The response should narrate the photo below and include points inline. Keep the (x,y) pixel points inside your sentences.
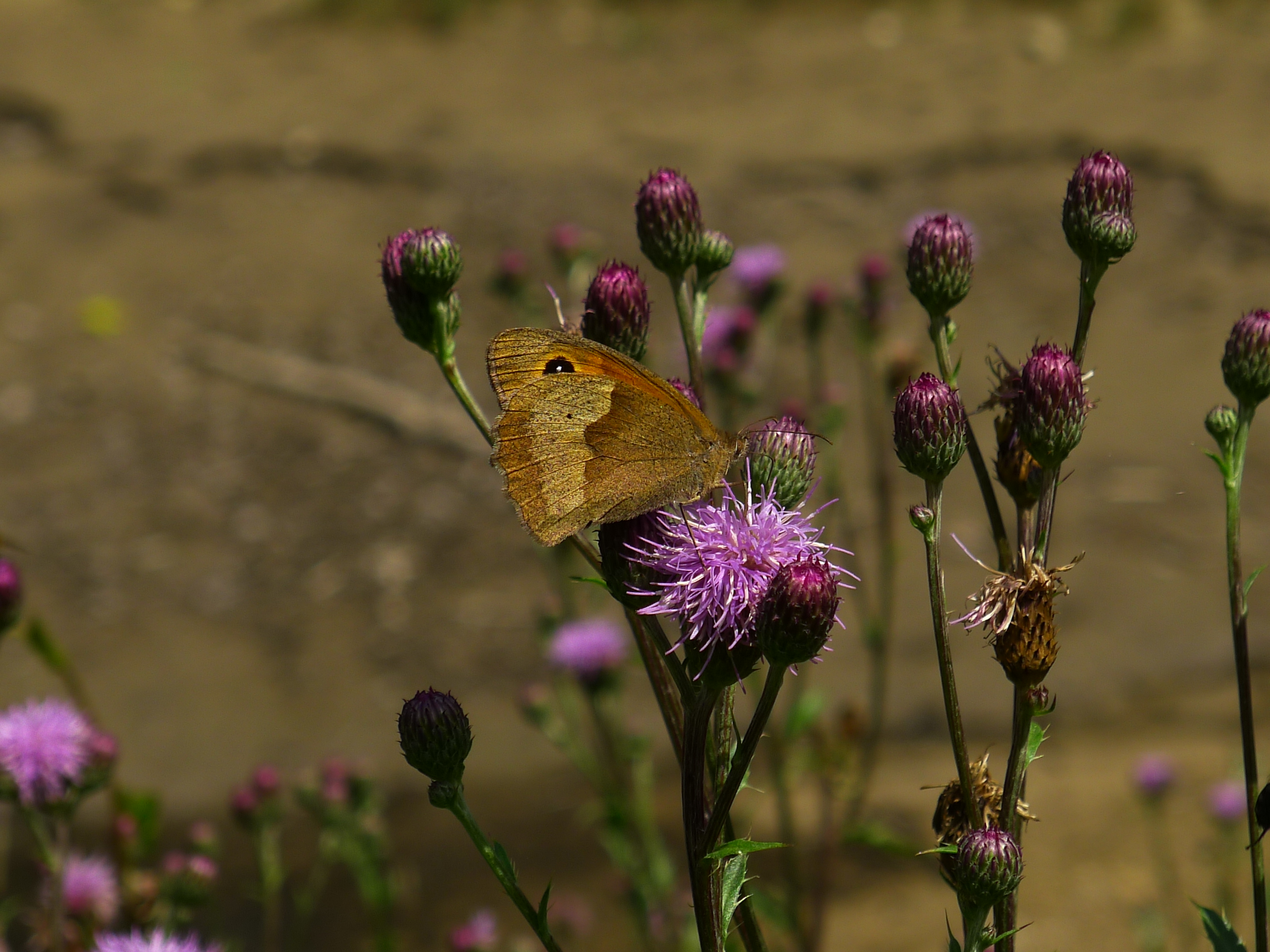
In the middle of this image (679,503), there is a butterfly (646,430) standing on a surface (737,543) of a pink color flower (698,668). On the left side (160,863), there are plants (58,707) having flowers (3,613). On the right side (1216,949), there are plants (963,910) having flowers (961,892). And the background (807,218) is blurred.
